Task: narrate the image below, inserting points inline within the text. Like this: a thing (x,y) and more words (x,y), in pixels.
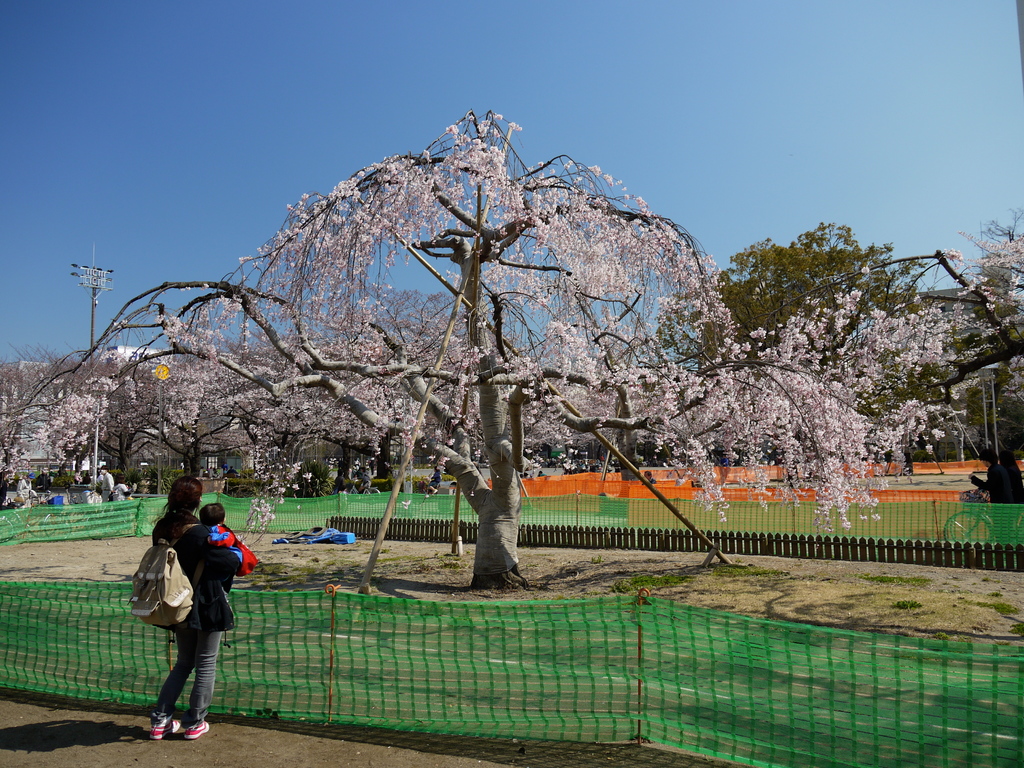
As we can see in the image there is grass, fence (562,528), trees (692,443), flowers (403,320), current pole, sky (80,255), a person (200,607) wearing bag (186,603) and holding child (219,531) in the front (216,563).
